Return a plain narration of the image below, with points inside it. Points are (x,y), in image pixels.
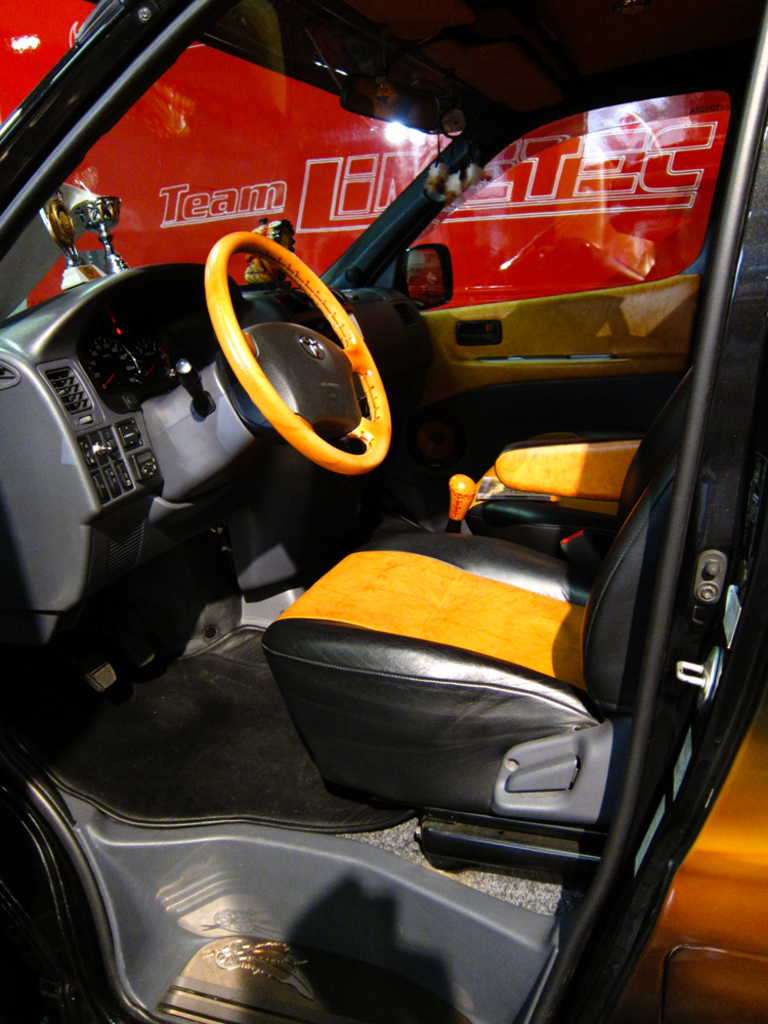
In this image I can see a vehicle (85,527), two seats (457,625) of the vehicle (464,447), the steering (314,360), the dashboard (114,412) and the glass window (561,236) of the vehicle (335,185). Through the windshield (326,202) of the car (103,410) I can see the red colored banner (554,214).
